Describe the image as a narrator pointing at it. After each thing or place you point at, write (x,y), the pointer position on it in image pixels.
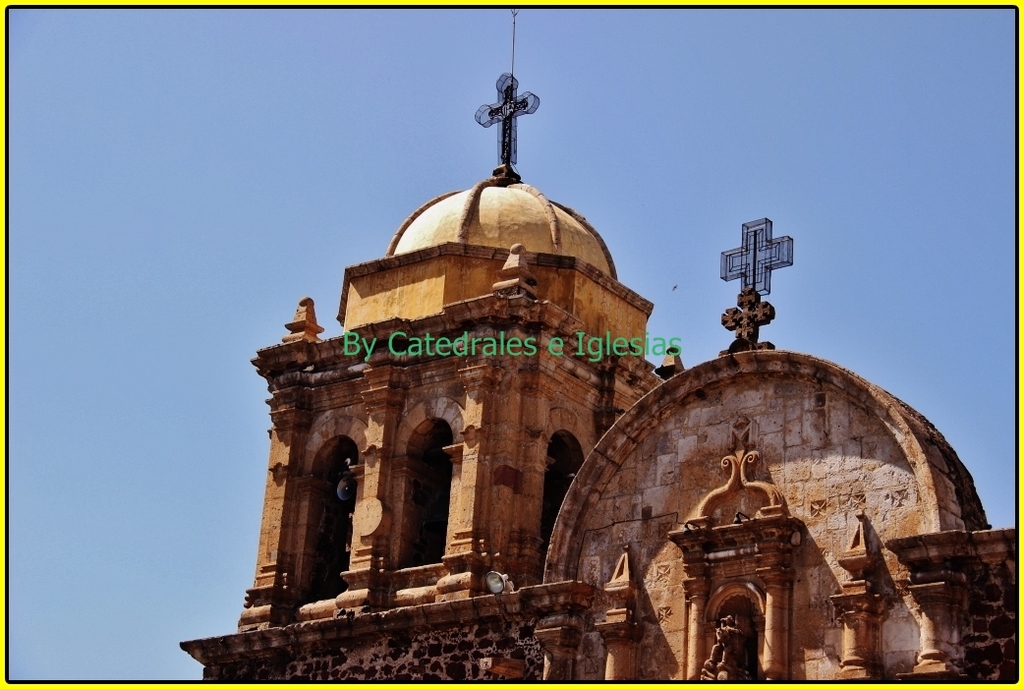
This is the picture of a photograph (639,165). In this image we can see buildings (484,222) and sky (772,331).
